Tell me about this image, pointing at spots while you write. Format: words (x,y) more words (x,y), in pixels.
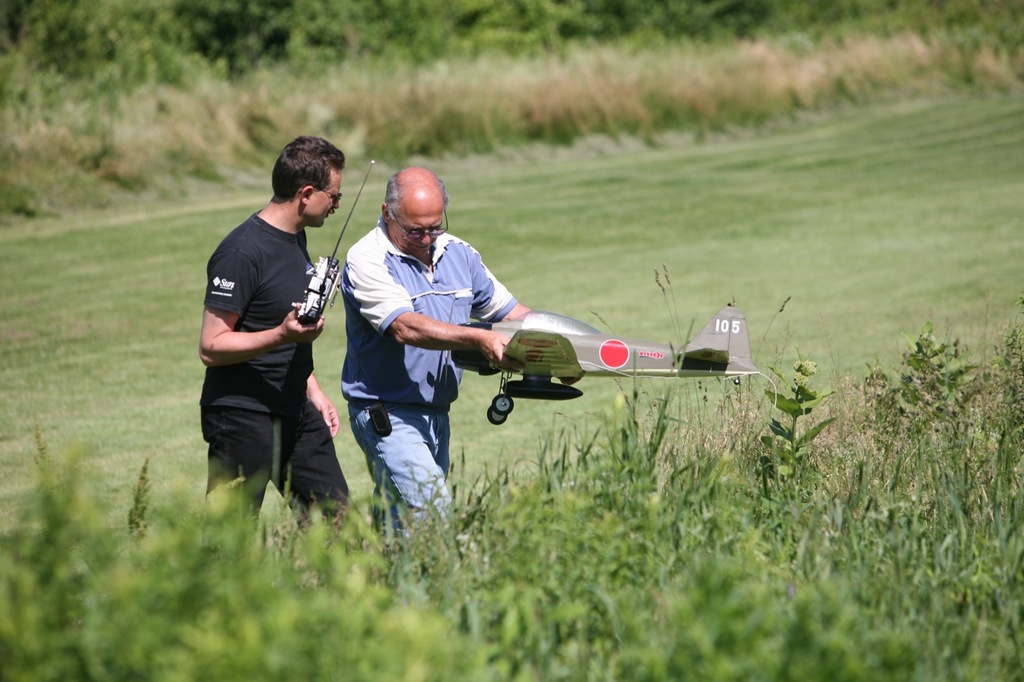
In this picture we can see two men (390,378), these people (397,370) are holding something (532,369), at the bottom (678,577) there is grass (728,564), we can see some trees (96,41) in the background (188,68).
